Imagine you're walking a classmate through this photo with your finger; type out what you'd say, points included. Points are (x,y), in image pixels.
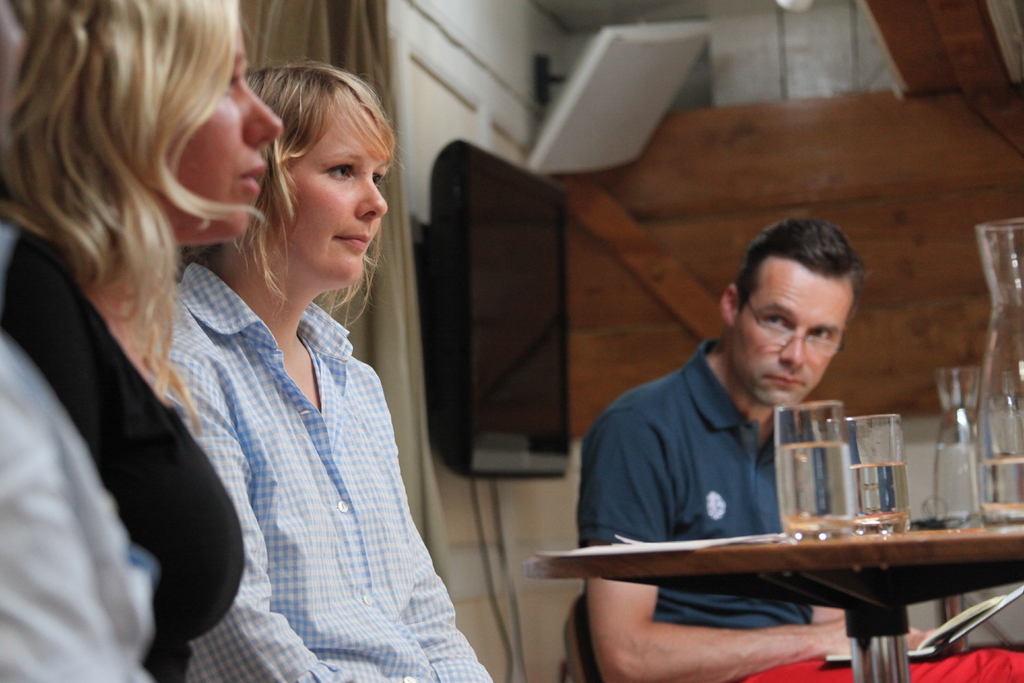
The three persons (762,430) are sitting on a chairs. On the right side of the person (775,460) is wearing a spectacle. He is holding a book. There is a table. There is a glasses (875,509), paper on a table (861,545). We can see in the background (543,301) TV (501,241), wires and wooden wall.
